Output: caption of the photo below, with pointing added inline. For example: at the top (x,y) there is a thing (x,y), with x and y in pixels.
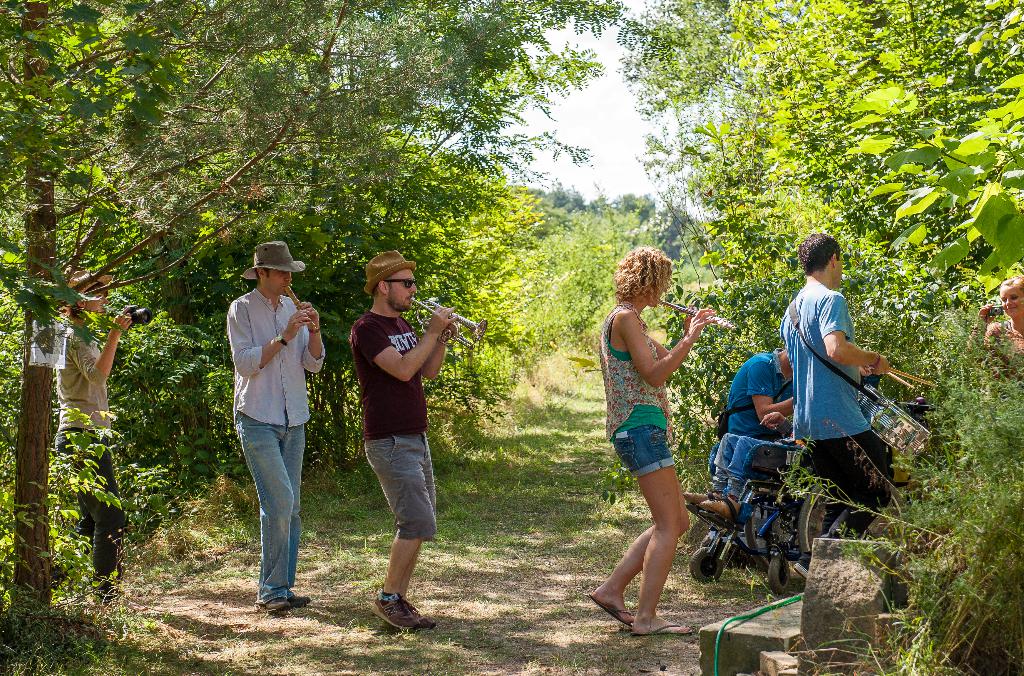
There are four people (286,357) playing musical instruments (731,327) and walking. Here is a person (736,464) sitting on the wheelchair (775,501). I can see two women (1011,304) holding cameras (133,316). This looks like a rock (790,608). These are the trees (552,238) with branches (817,147) and leaves (872,142).
